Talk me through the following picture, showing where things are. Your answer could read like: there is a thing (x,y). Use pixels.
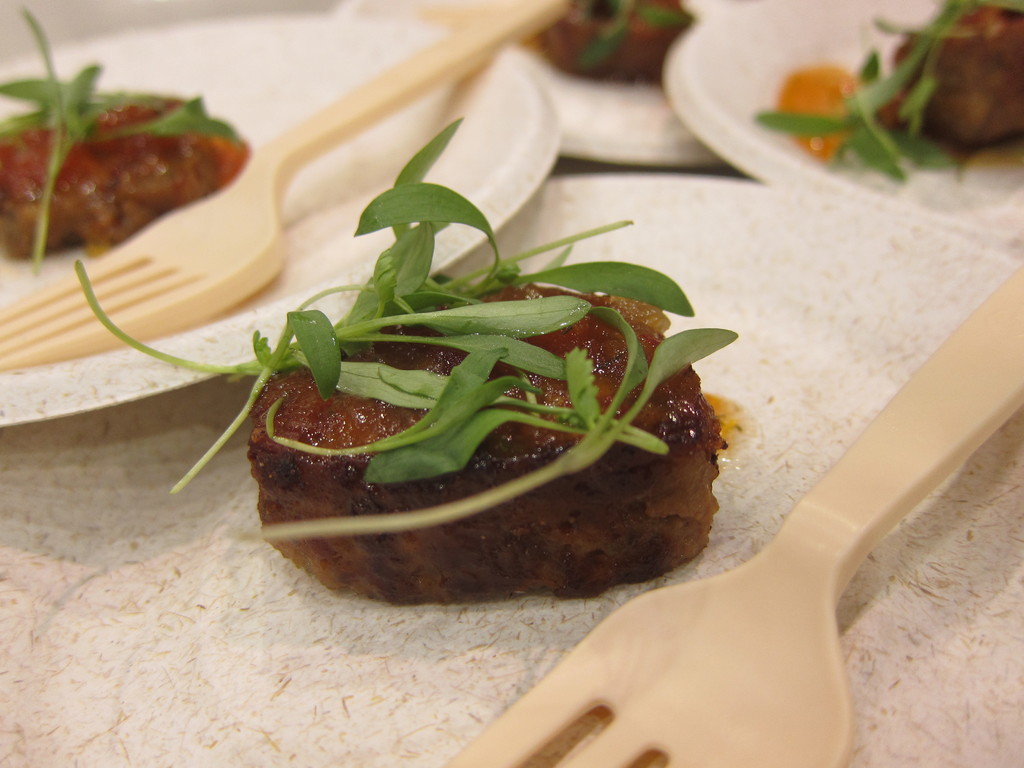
In this image, we can see plates (814,235) contains forks (889,460) and leafs (453,319) on the food (110,196).
